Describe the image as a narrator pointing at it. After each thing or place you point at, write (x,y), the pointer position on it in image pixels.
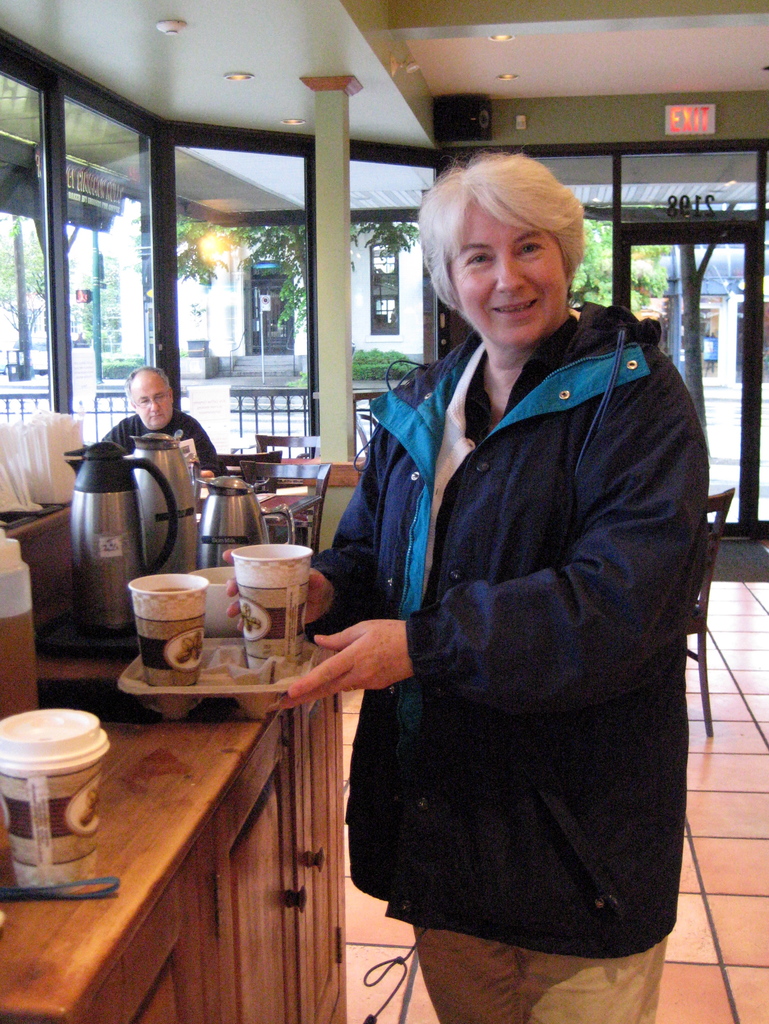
In this image we can see a woman (618,568) standing and holding a cup (271,559). On the left (76,815) we can see cups (81,742), jar (118,461) and bottle (26,666) on the top of the wooden shelf (165,855). In the background (130,386) we can see a person (161,403) sitting in front of the wooden table (293,497). We can also see the glass windows (217,298). Behind the glass windows (355,299) we can see a building (387,260) and also trees (693,316).
